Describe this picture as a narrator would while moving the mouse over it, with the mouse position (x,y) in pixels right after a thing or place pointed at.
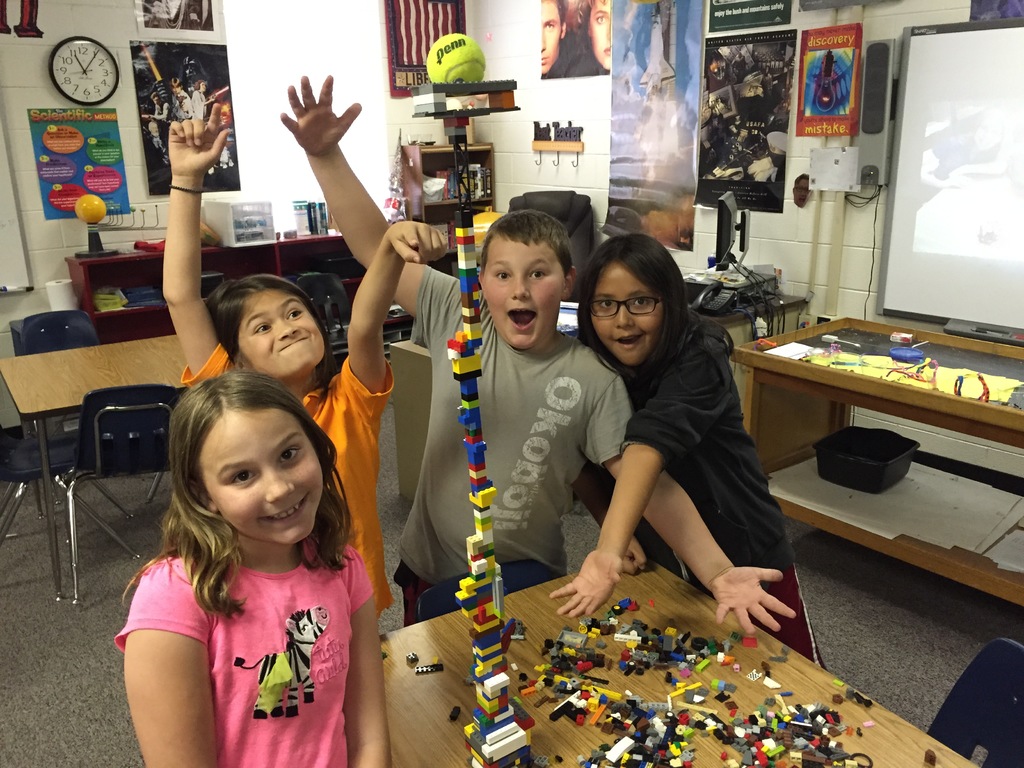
In this image I can see four kids (495,309) built a tower (525,750) using blocks (489,597). Behind the kids (547,303) I can see a table (25,398) and some chairs (84,319) and a wall clock (81,74) and some posters (176,69) on the wall (128,49) and some other objects (421,187).
